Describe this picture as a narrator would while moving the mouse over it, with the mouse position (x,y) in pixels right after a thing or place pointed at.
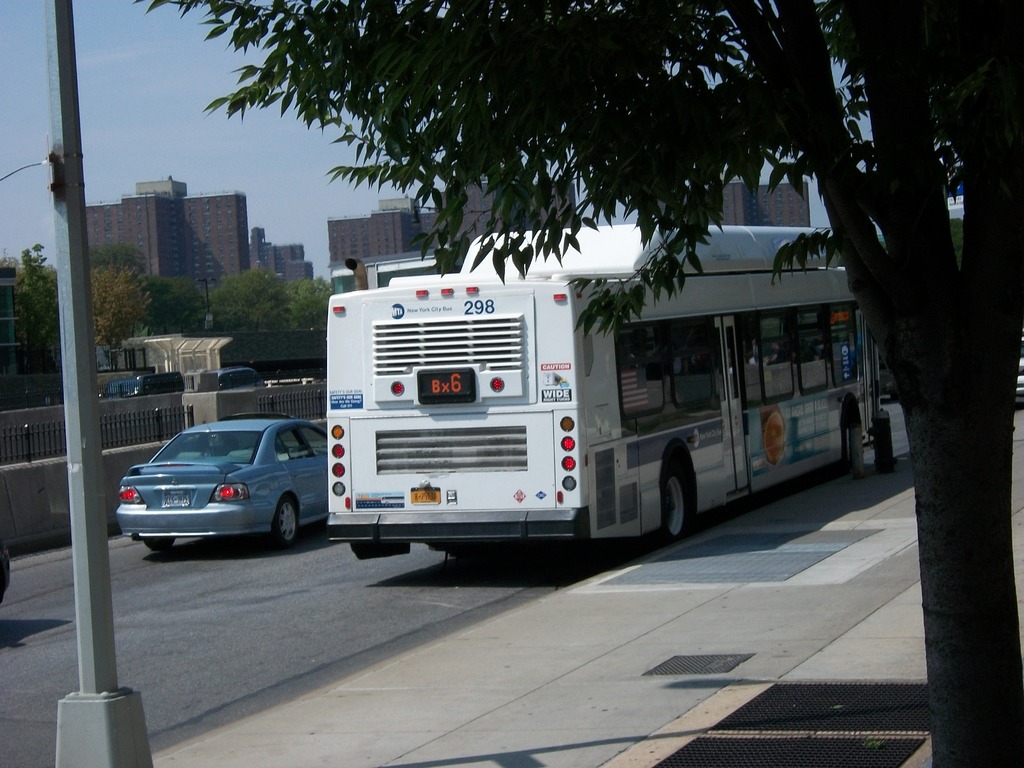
In this image there are some vehicles (543,413) riding on the road (1,732), beside that there is a fence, buildings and trees (27,300).
